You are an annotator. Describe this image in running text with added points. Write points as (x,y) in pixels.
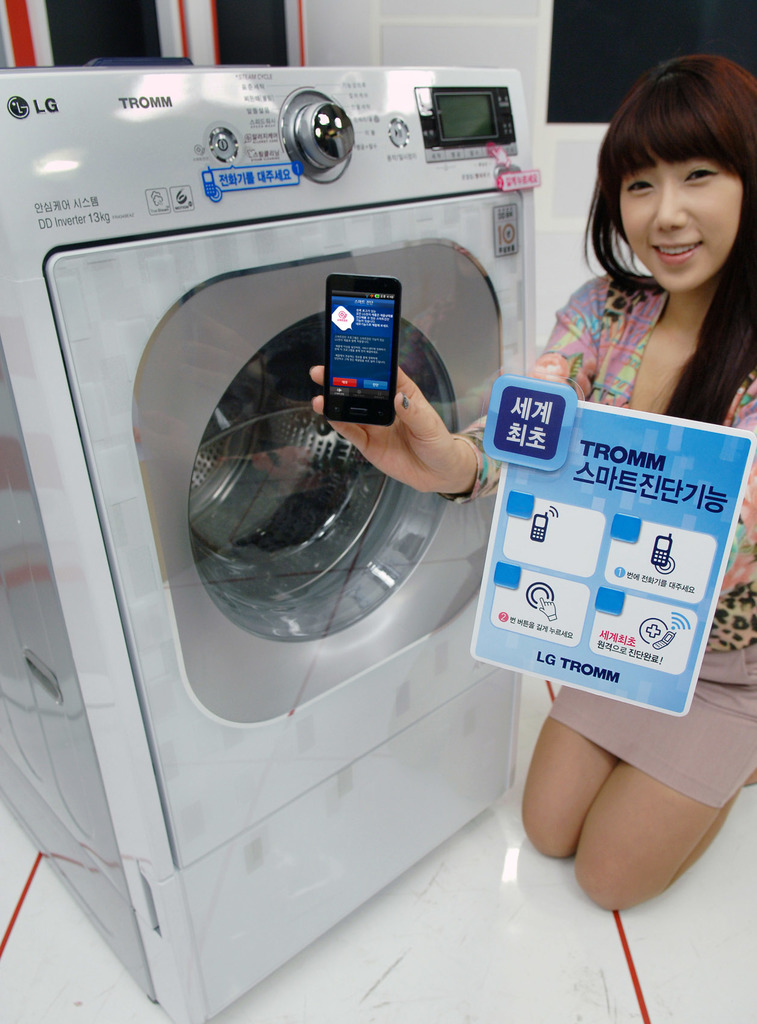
In this image there is a woman (729,612) towards the right of the image (664,353), she is holding an object (622,573), there is a washing machine (201,499) towards the left of the image (153,507), there is text (249,138) on the washing machine (149,121), there is floor (482,975) towards the bottom of the image (576,929), there are objects (641,19) towards the top of the image (649,46), there is a wall (407,35) towards the top of the image (438,22).
